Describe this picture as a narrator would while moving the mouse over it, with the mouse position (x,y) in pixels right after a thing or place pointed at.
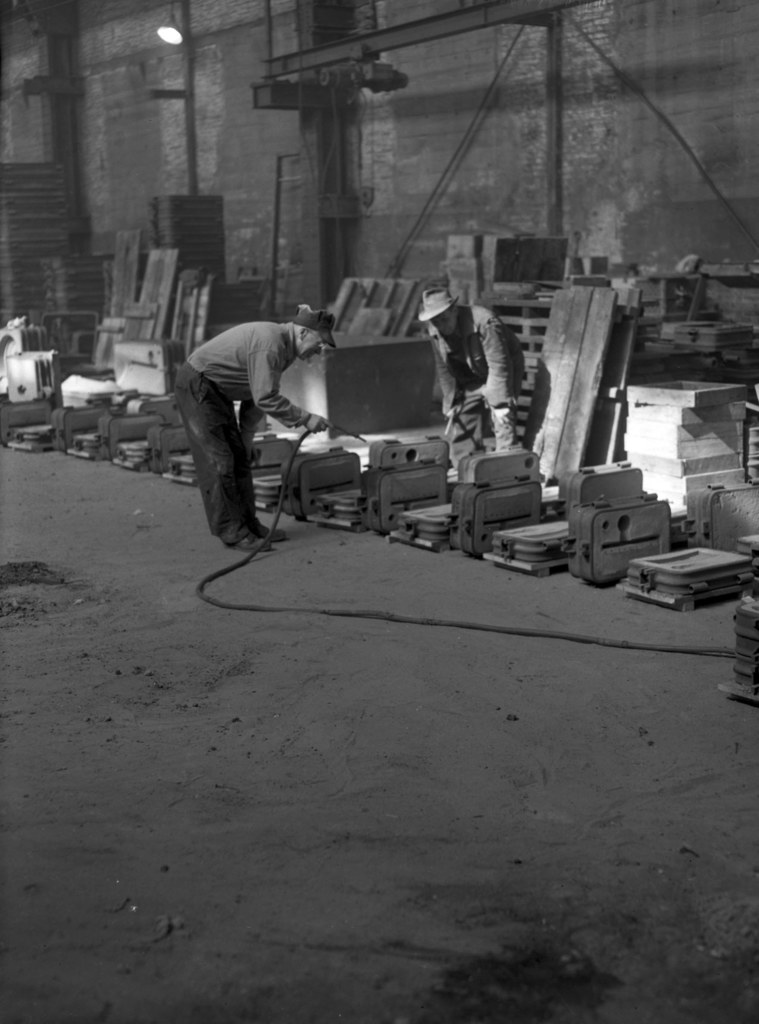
This is a black and white image. In this two persons (271,395) are wearing caps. And a person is holding something and there are some objects (401,493) on the ground (462,680). In the back (422,171) there is a wall (430,176).
